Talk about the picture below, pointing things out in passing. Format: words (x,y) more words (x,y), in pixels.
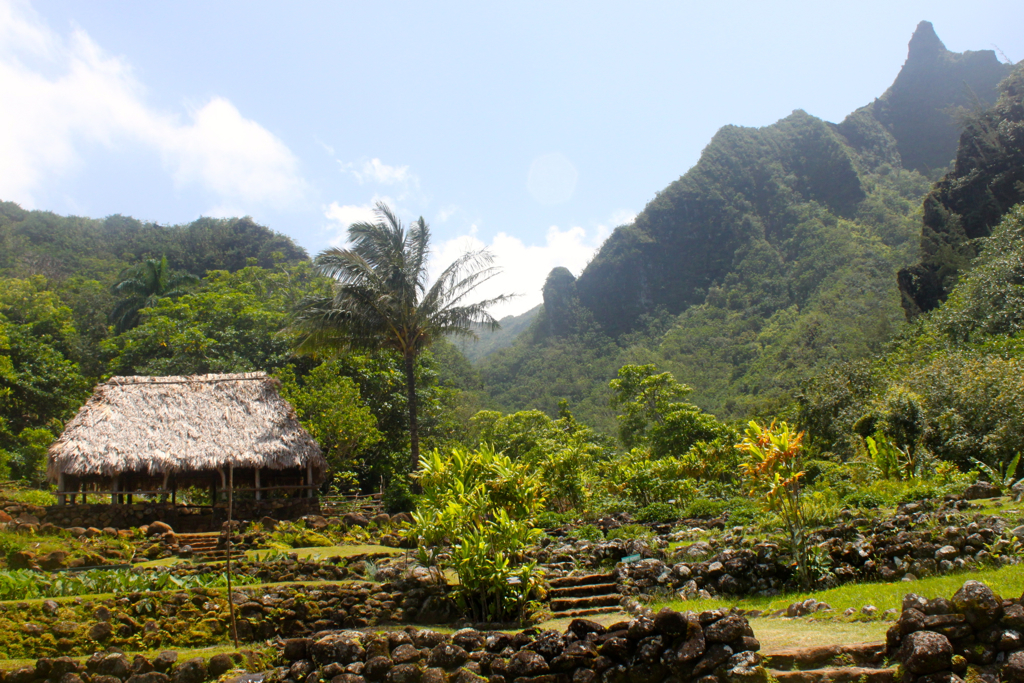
This image is clicked outside. There are so many trees (594,432) and plants (577,472) in the middle (355,431). There is a hut (272,478) on the left side (239,434). There is sky (327,142) at the top (376,194).
